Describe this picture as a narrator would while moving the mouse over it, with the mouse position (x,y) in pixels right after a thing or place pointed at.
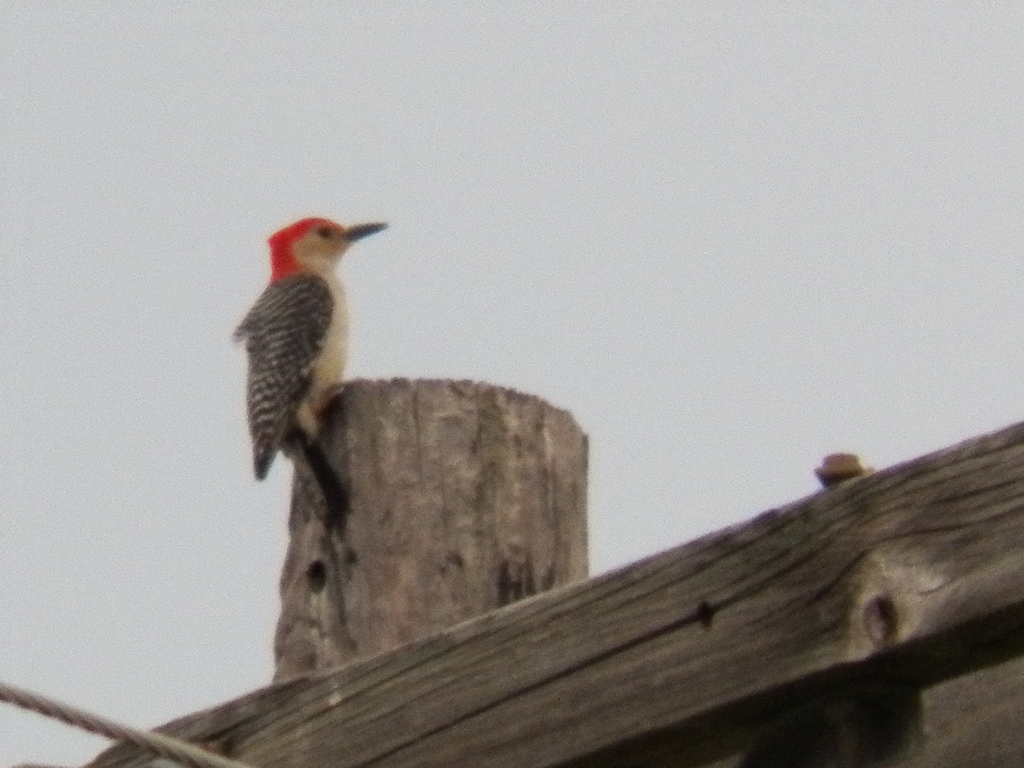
In the picture we can see a bird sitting on the piece of wood branch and the bird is white in color with some part and some red on its head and two wings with black dots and under the branch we can see wooden plank (733,678) and in the background (835,322) we can see a sky (349,277).
